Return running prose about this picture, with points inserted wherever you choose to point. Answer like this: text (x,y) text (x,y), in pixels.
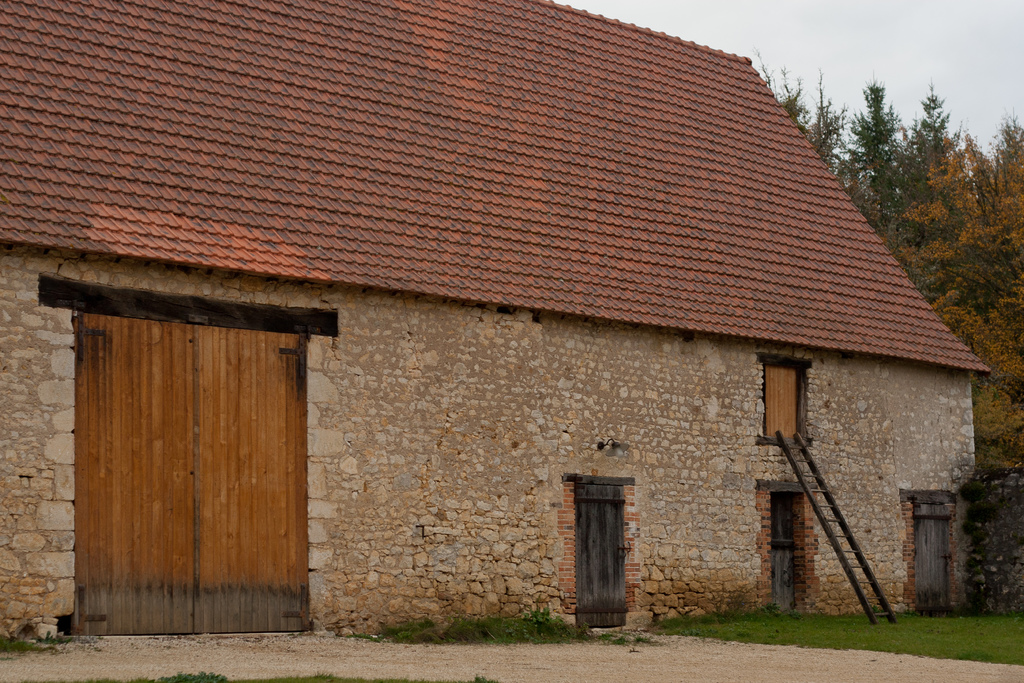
In this image we can see the house (687,242), ladder (802,475), grass (1012,652), path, wall (1018,499), trees (930,143) and also the sky (877,60).
